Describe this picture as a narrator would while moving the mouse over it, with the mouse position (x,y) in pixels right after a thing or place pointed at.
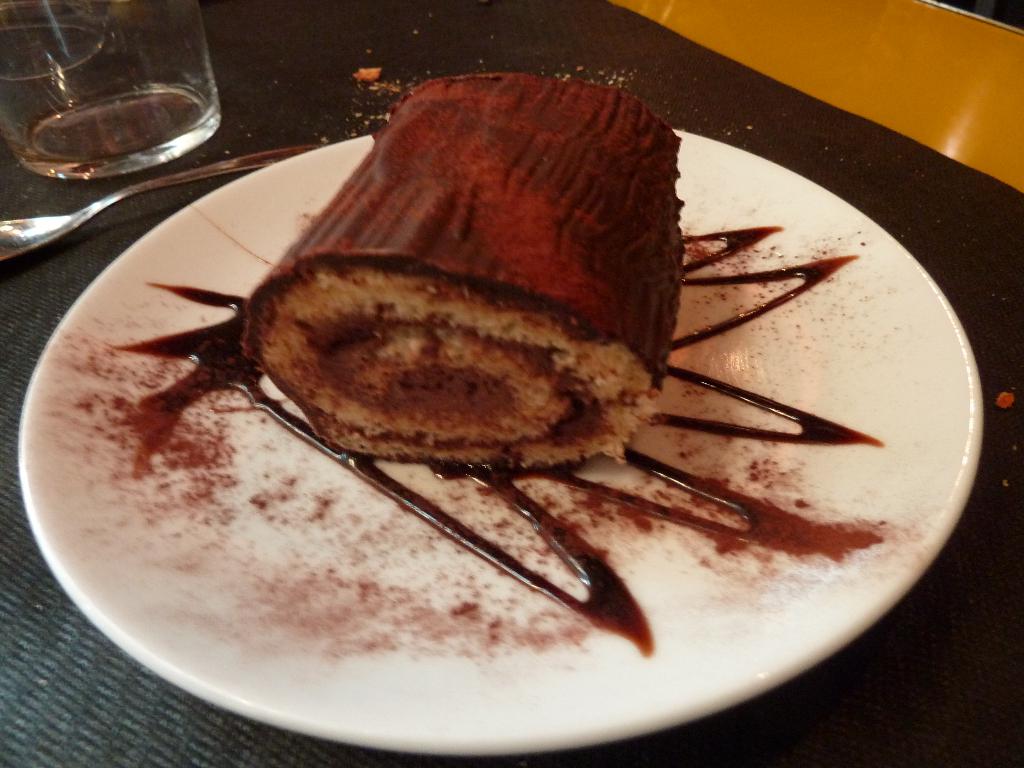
In this picture we can see a plate (334,625) with food (389,299) on it, glass (131,115), spoon (252,157) and these all are placed on the platform (930,145).
